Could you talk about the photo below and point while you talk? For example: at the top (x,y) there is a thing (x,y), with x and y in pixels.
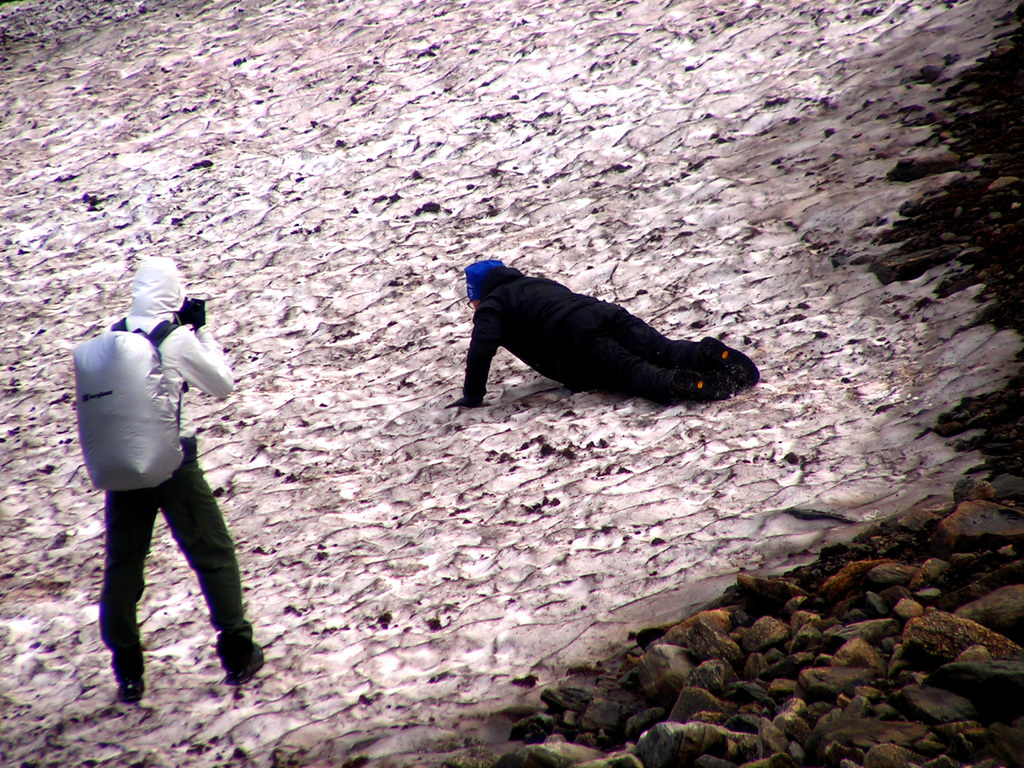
This picture describes about few people (152,317), on the left side of the image (160,357) we can see a person (179,367), and the person (151,297) wore a bag (88,378), beside to them we can see few rocks (830,596).
